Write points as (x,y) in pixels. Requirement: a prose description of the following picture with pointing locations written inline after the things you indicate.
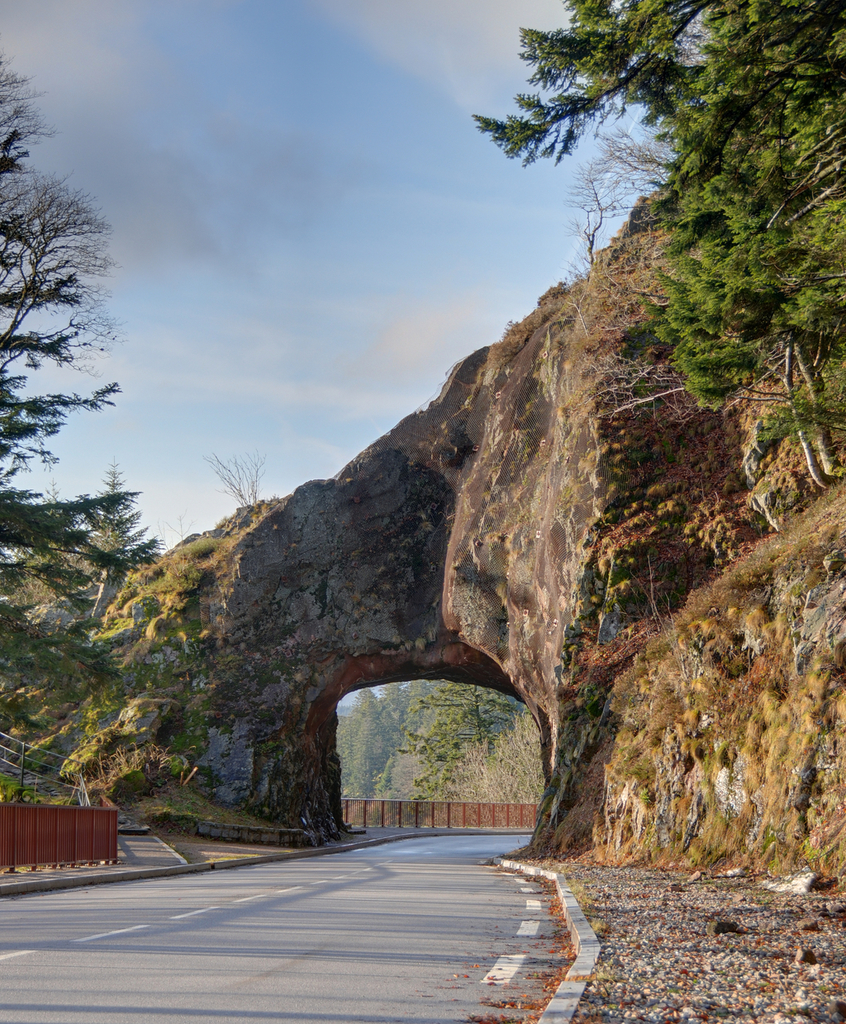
In the foreground of this image (452,898), there is a road (371,871) and on either side there is side path (645,930) and the trees (775,302). In the background (465,539), there is a cliff (339,699) and an arch (502,687) to it, trees (466,778), railing (460,809), sky (362,234) and the cloud (394,58).
